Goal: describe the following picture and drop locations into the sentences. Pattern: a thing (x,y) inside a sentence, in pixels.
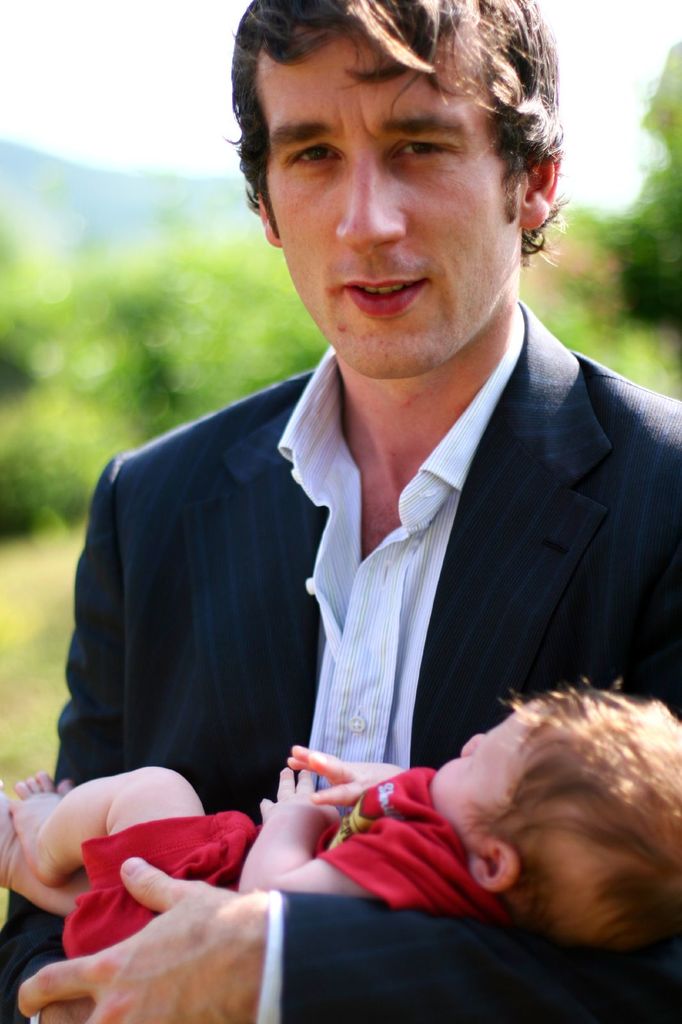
In the center of the image (357,553) we can see one man (348,585) standing and he is holding one baby (347,792). In the background (70,352), we can see the sky (144,109), trees (80,337) and a few other objects (202,186).
